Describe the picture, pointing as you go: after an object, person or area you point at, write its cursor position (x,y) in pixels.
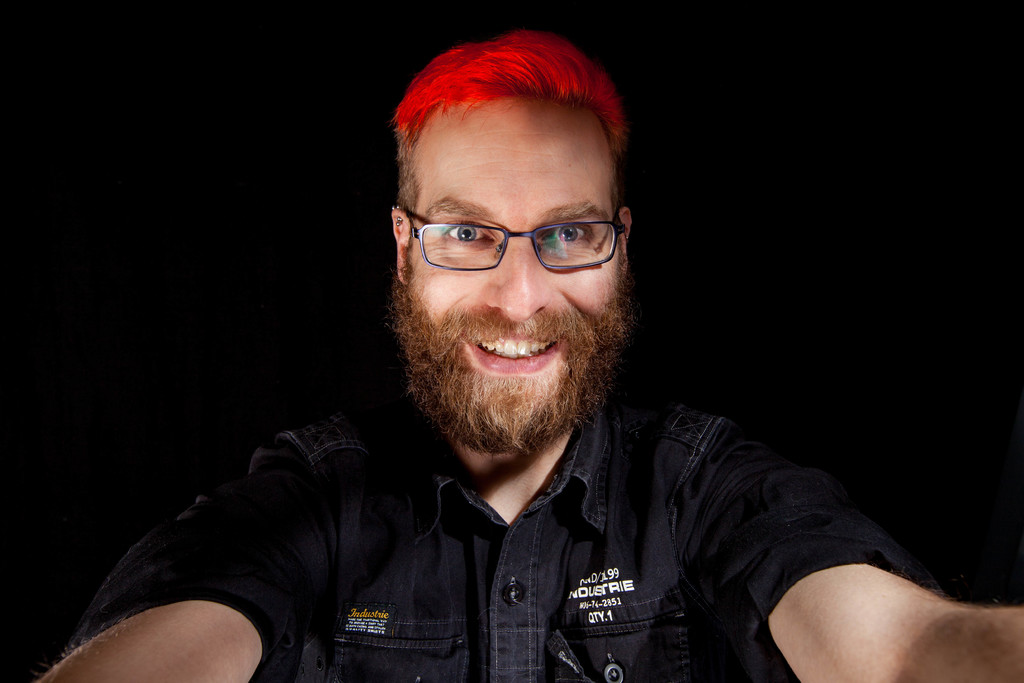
In the image there is a man (300,500), he is smiling and the background of the man (607,305) is dark.
